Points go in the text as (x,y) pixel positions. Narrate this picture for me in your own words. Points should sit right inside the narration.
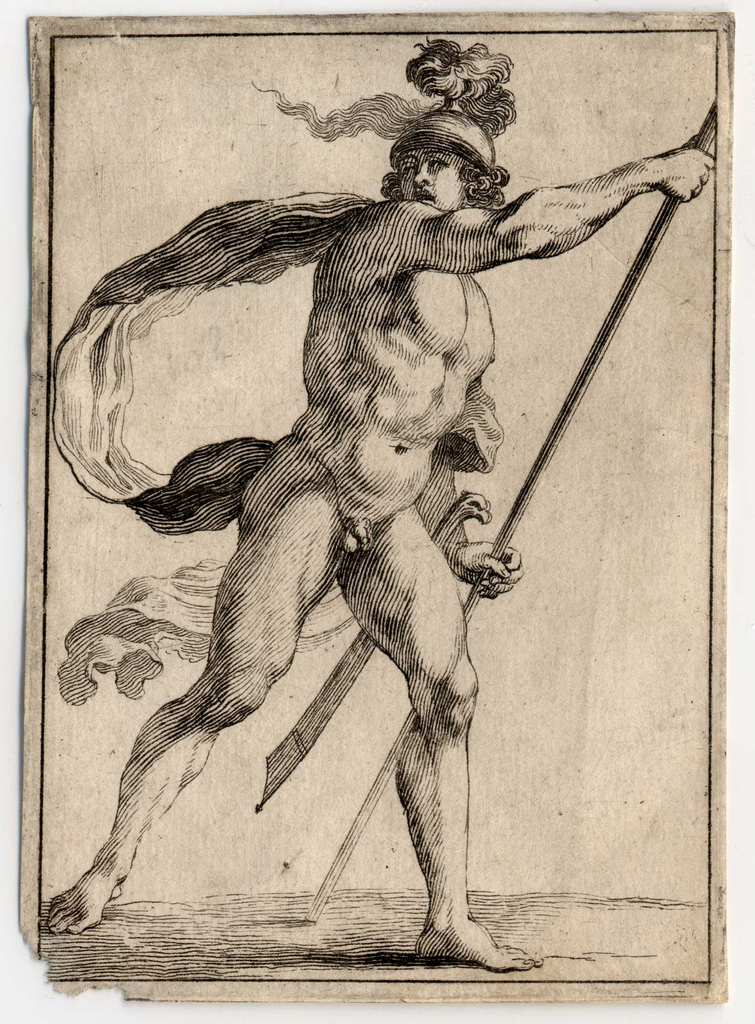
In this picture I can observe a sketch (470,471) of a person (271,542). The person (404,597) is holding a stick (389,761) in his hands (711,156). The sketch (449,647) is in black color. The background (253,338) is in cream color.
